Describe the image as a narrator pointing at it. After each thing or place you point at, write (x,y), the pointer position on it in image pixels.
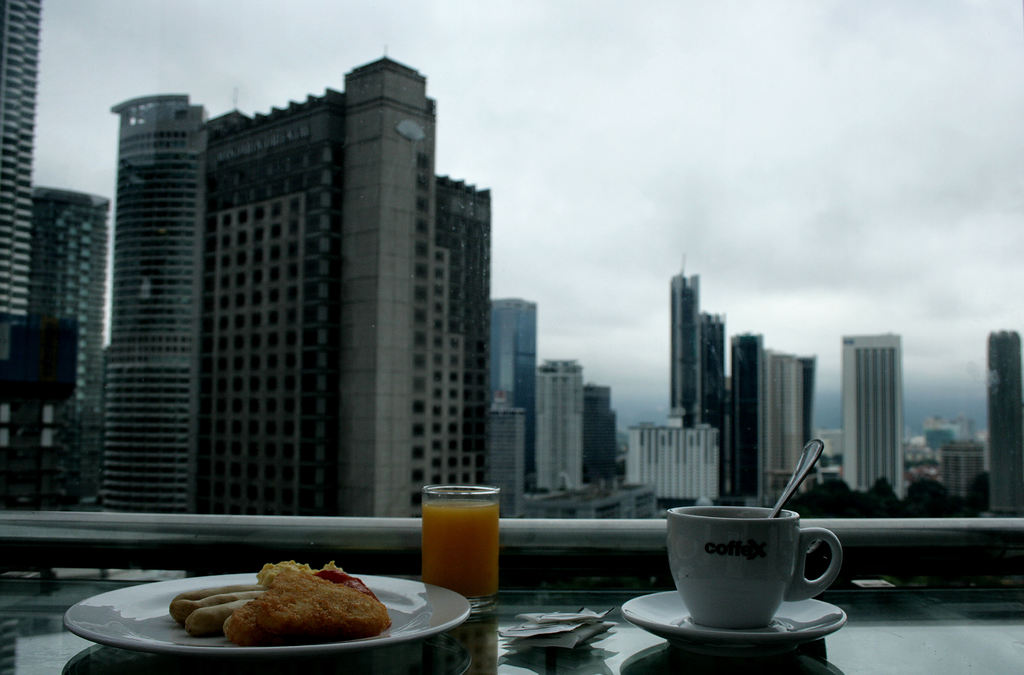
In this Picture we can see the beautiful view from the balcony (559,587) in which some snacks (301,613) like sausages (193,631), orange juice (492,570) and coffee cup (728,596) is placed on the table (666,646), Behind we can see the skyscrapers (483,333) and buildings (736,348) with cloudy sky (715,134).
